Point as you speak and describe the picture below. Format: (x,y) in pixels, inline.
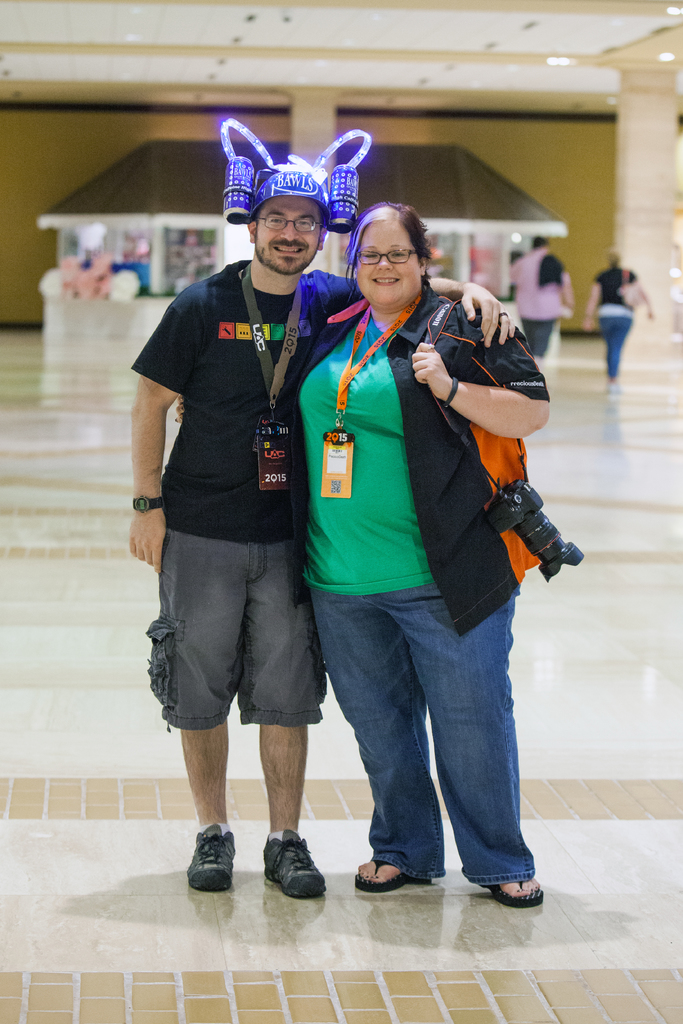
The picture is taken in a building (515,113). In the foreground of the picture (156,554) there is a man (194,591) and woman (388,524) standing. The woman (381,527) is holding a camera (520,487). The background (24,275) is blurred. In the background (550,304) there are people (618,319) and shops (455,239). At the top (279,74) it is ceiling (365,77).
